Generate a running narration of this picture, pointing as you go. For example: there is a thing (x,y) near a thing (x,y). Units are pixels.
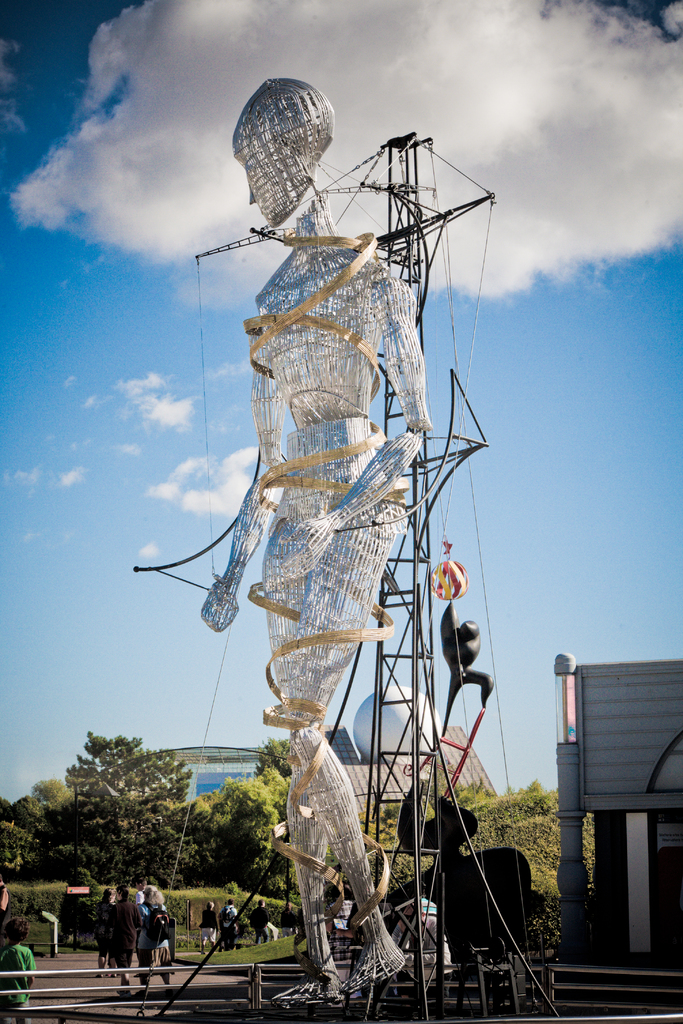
In this image I can see a huge statue (344,813) of a person (346,628) which is made up of metal rods (327,400). I can see a crane (419,820) behind it. I can see the railing (35,1006), few persons (97,910) standing, some grass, few trees (159,857), few buildings (655,879) and in the background (535,584) I can see the sky (485,379).
